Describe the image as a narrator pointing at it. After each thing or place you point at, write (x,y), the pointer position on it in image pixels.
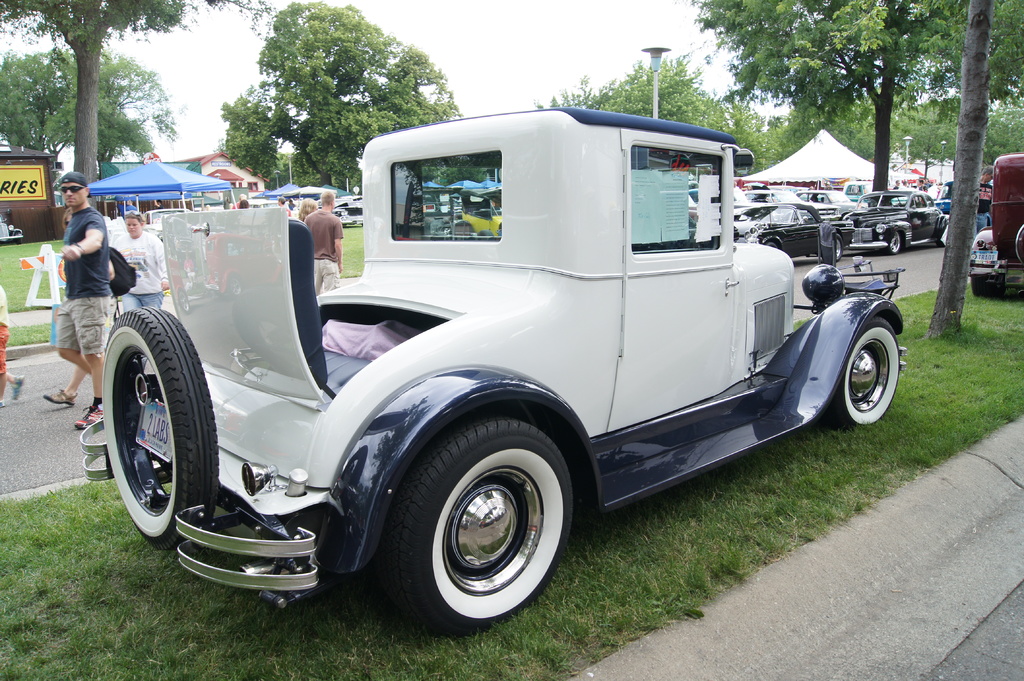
In this picture I can see cars (676,347), few tents (819,150) and few people (322,267) are walking. I can see trees (634,101) and a board (14,175) with some text (31,181) and I can see grass (6,246) on the ground (347,248) and a cloudy sky (527,48).
